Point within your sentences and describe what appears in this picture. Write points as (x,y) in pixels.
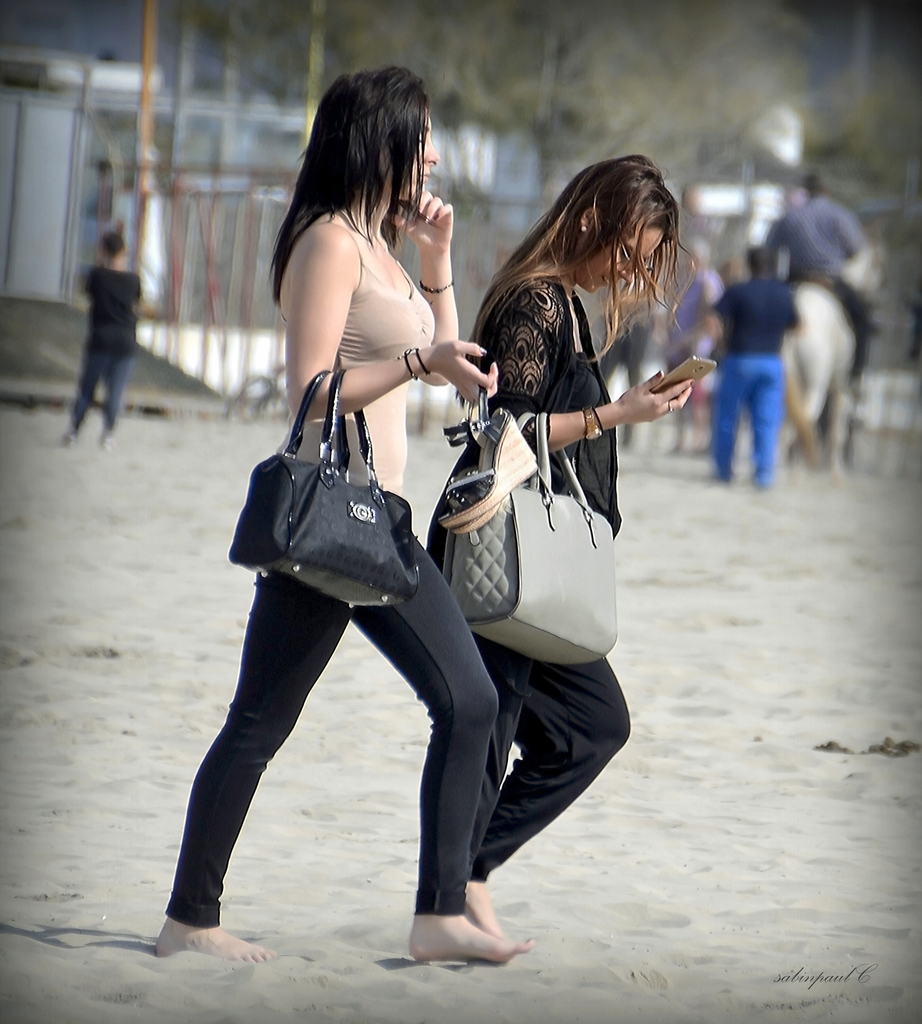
In this image I see 2 women (499,353) who are carrying bags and footwear (475,531) in her hand (476,385) and she is holding a phone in her hand (645,403) and they are on the sand (384,701). In the background (721,333) I see few people (760,255) and a person (808,227) on this horse (853,381).
